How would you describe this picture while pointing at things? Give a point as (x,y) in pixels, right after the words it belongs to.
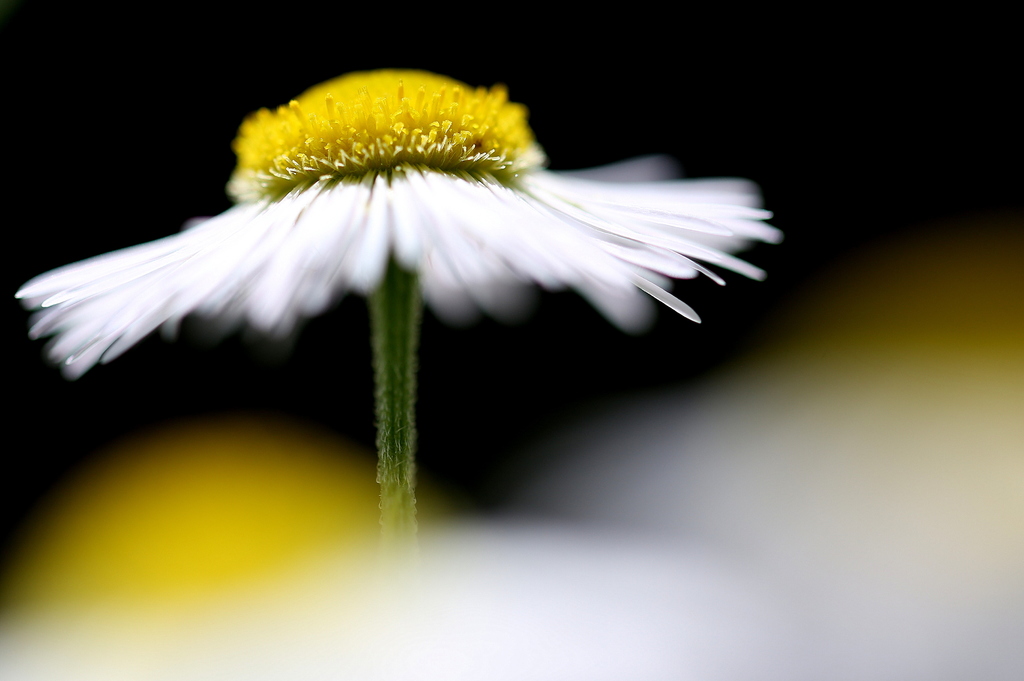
In the image we can see a flower (415,267), white and yellow in color. The background is blurred.
